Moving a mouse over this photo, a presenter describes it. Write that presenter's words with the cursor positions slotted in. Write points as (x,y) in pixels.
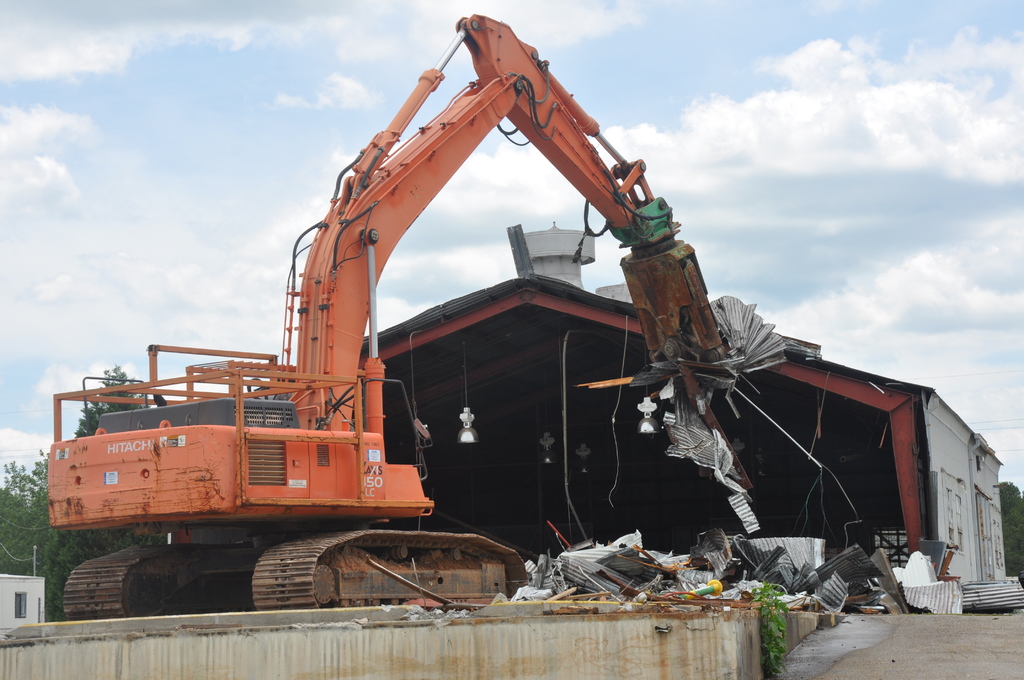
In this image there is a shed (771,510) and vehicle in front of that.
